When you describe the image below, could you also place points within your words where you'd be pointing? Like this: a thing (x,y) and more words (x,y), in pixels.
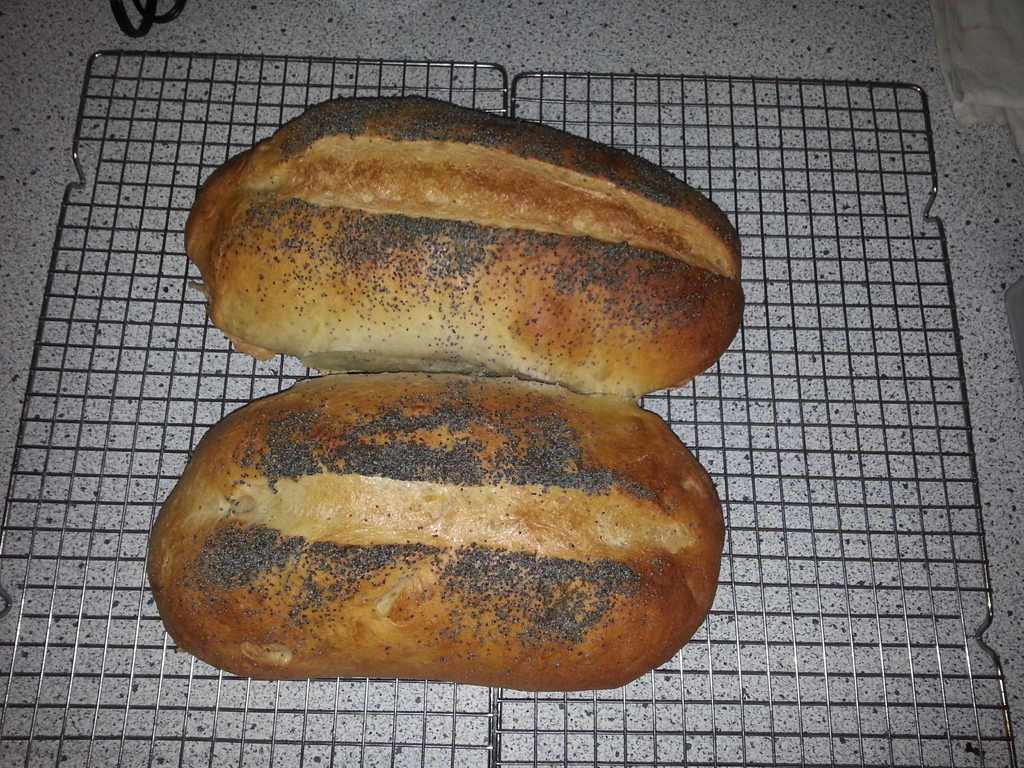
In this picture, we see two sourdoughs (242,297) placed on the grill (756,597) and in the background (443,31), it is white in color. This picture is clicked inside the room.
